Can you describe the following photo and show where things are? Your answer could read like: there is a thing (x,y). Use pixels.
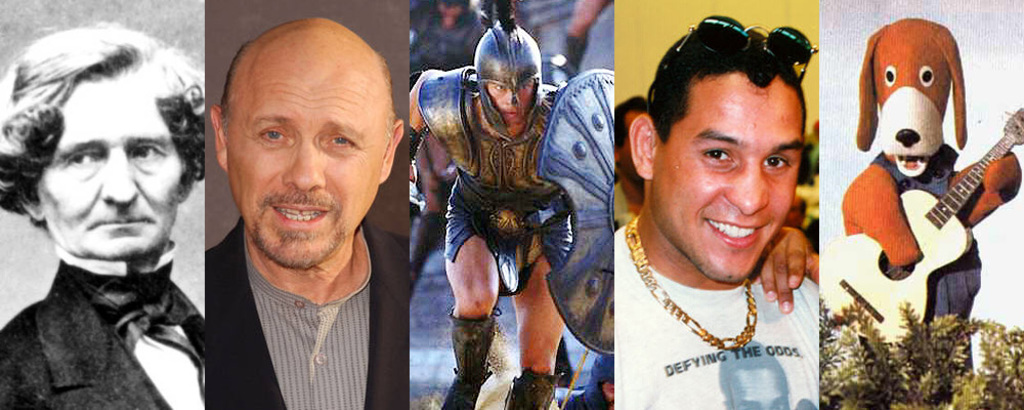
In this picture we can see collage of some pictures, in which there are some people (722,222) and cartoon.
